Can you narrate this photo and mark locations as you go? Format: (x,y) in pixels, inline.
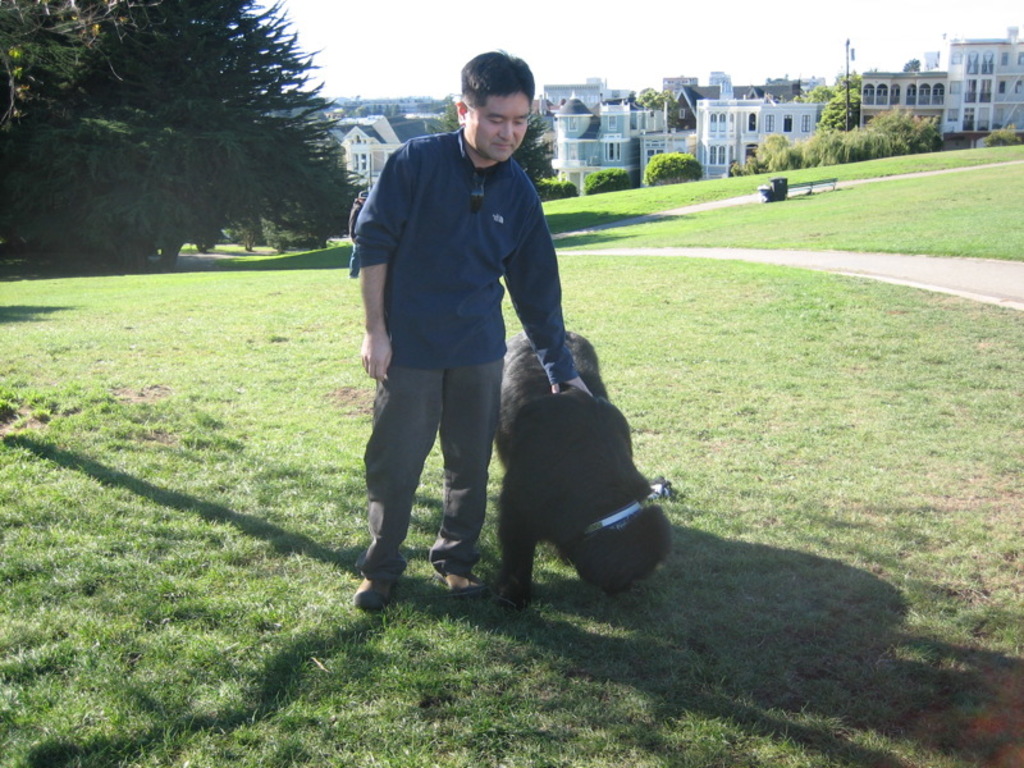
In this picture the person (450,354) is holding the animal (564,534) both are standing on the grassy land (559,632) behind the person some trees (159,118) and buildings (633,136) are there and the background (928,110) is sunny.
